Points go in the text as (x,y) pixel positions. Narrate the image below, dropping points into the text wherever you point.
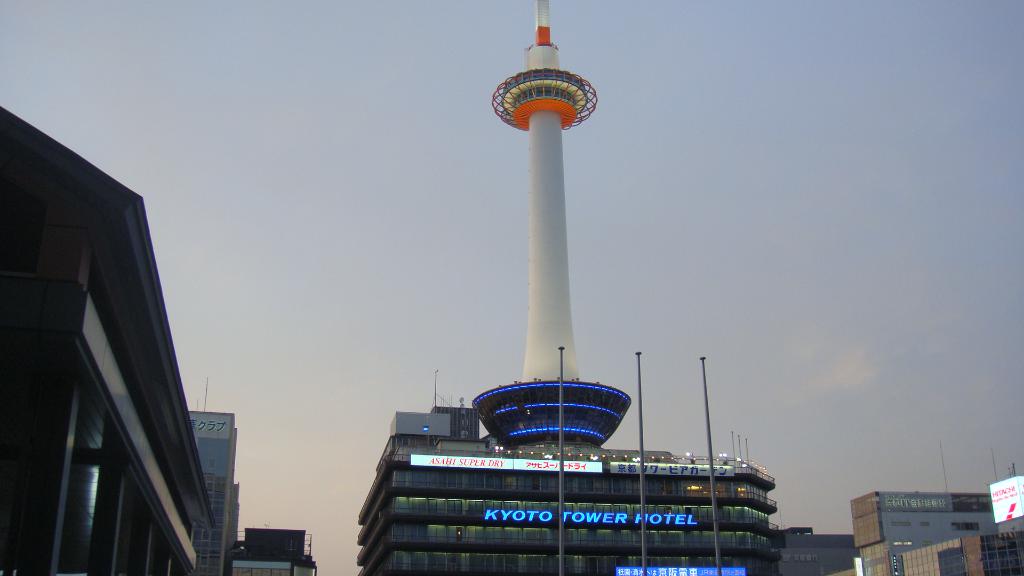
On the left side (168,423), there are buildings (71,456). On the right side (949,533), there are buildings (622,487), a tower (532,59), poles (640,422) and hoardings (552,514). In the background (832,392), there are clouds (283,300) in the blue sky (217,114).
